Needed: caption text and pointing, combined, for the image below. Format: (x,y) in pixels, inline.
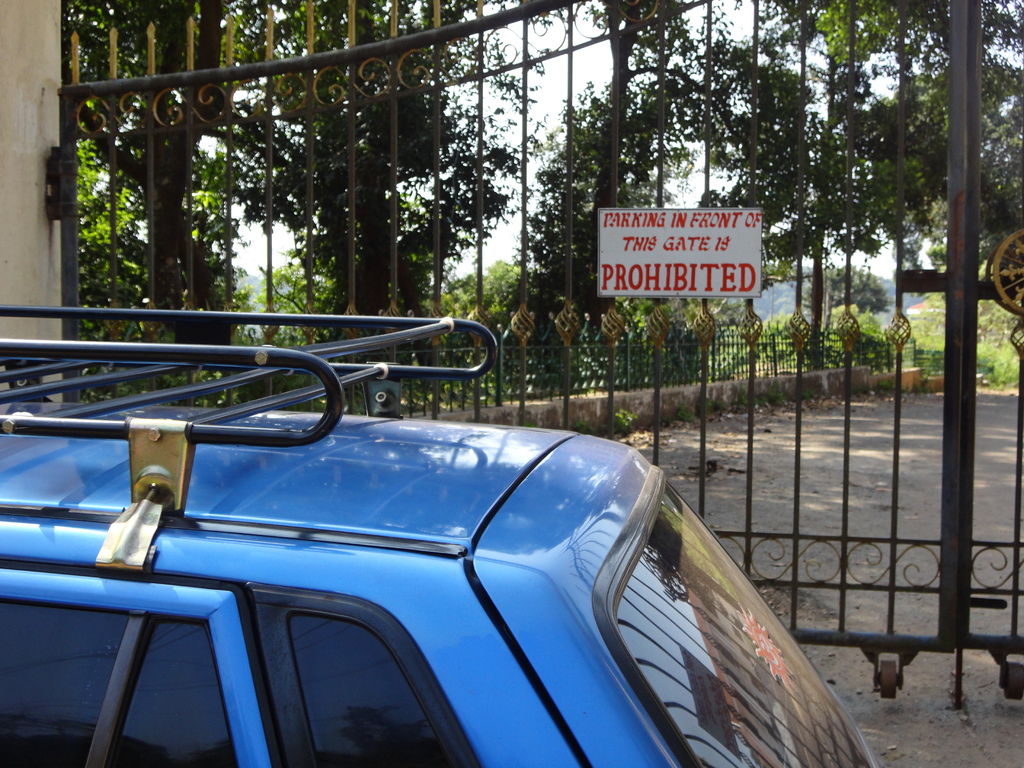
In this image there is the sky (547,105) towards the top of the image (492,83), there are trees (626,159), there is a fence (627,333), there is a gate (950,541), there is a board (695,242), there is text (662,226) on the board (703,296), there is ground (935,416) towards the right of the image (984,434), there is a vehicle (408,605) towards the bottom of the image (367,579), there is a wall (34,156) towards the left of the image (17,143).
